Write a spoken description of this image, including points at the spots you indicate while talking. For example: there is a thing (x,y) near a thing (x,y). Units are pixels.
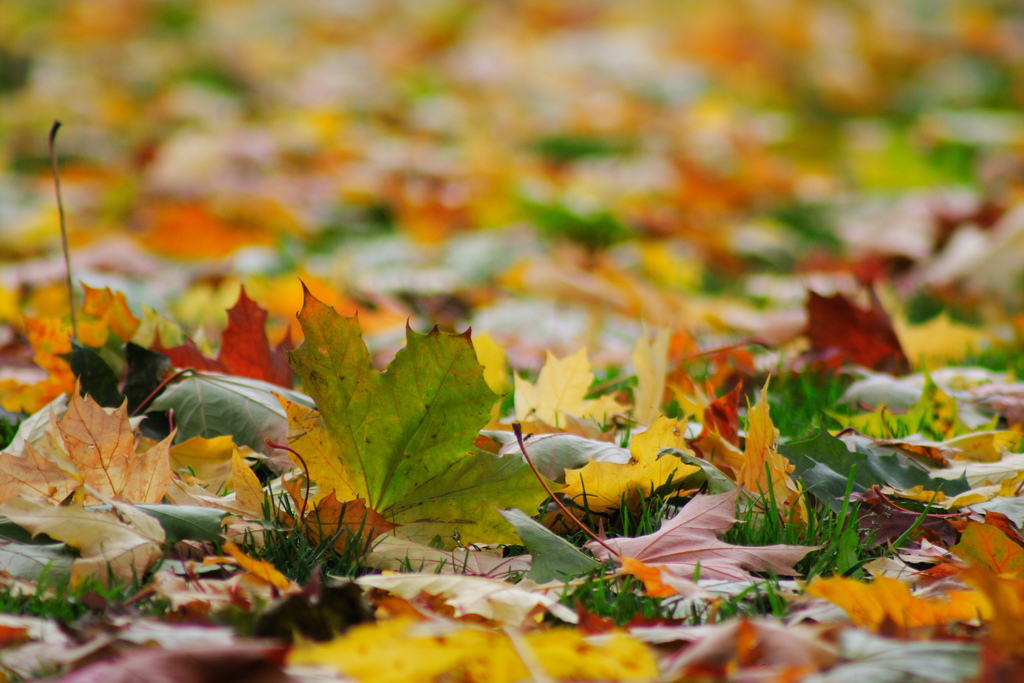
Here we can see grass (612,608) and leaves (599,429). Background (324,162) it is blur.
